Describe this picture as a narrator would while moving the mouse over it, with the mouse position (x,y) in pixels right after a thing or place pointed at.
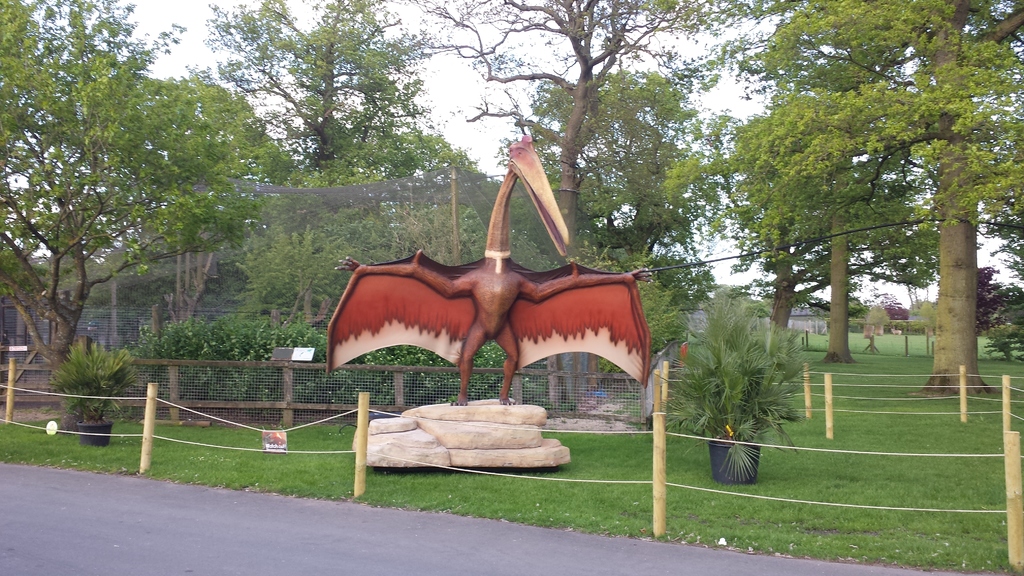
In the center of the image (501,325) we can see a sculpture (493,328) and there are trees (756,118). There is a net (320,269). At the bottom (356,554) there is a road (305,554) and we can see a fence (638,387). In the background (466,127) there is sky (427,127) and we can see the grass (844,513).
